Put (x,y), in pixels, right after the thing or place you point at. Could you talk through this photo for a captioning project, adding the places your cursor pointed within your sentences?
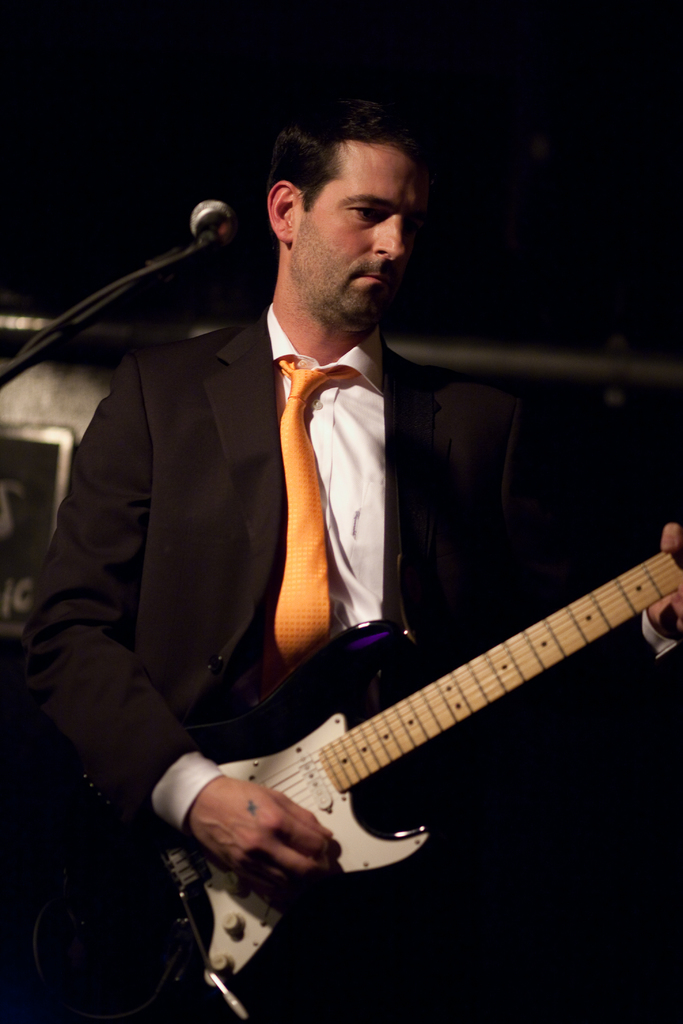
This man (218,434) wore suit (231,455), tie (301,463) and playing guitar (331,770) in-front of mic (233,227). Background (87,138) is in black color.
